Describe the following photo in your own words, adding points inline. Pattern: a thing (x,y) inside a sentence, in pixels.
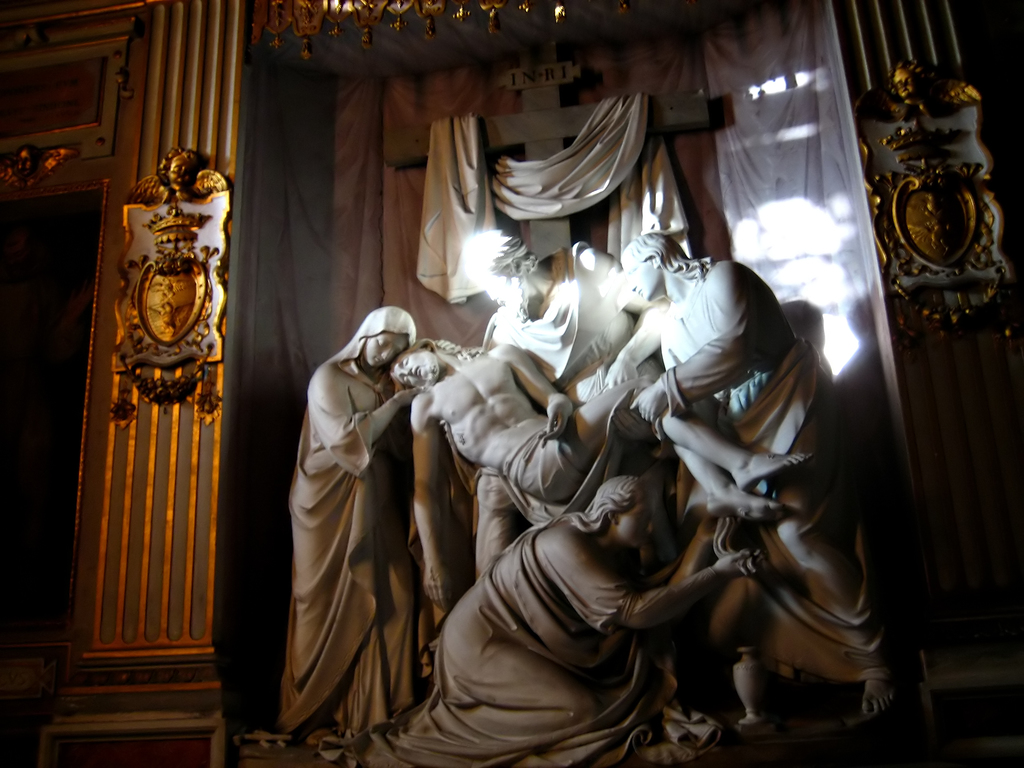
In this picture, we see the statues (590,309) of the men (571,453) and the women (550,560). On either side of the picture, we see the pillars (156,560). In the background (349,190), we see a white curtain (384,214) and a sheet (673,209) in white color.
